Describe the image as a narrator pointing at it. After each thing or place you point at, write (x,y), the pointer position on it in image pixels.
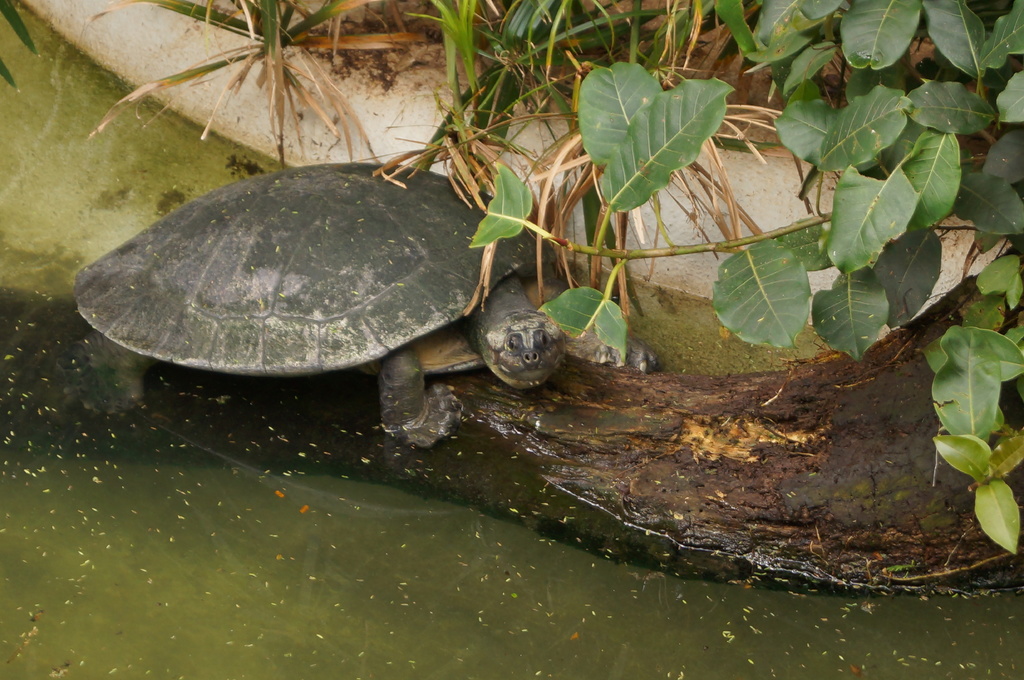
In this image I can see the water (223,586) and a tortoise (290,262) which is black and ash in color on the ground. In the background (549,88) I can see some grass (573,66) which is green in color and few trees (859,129).
